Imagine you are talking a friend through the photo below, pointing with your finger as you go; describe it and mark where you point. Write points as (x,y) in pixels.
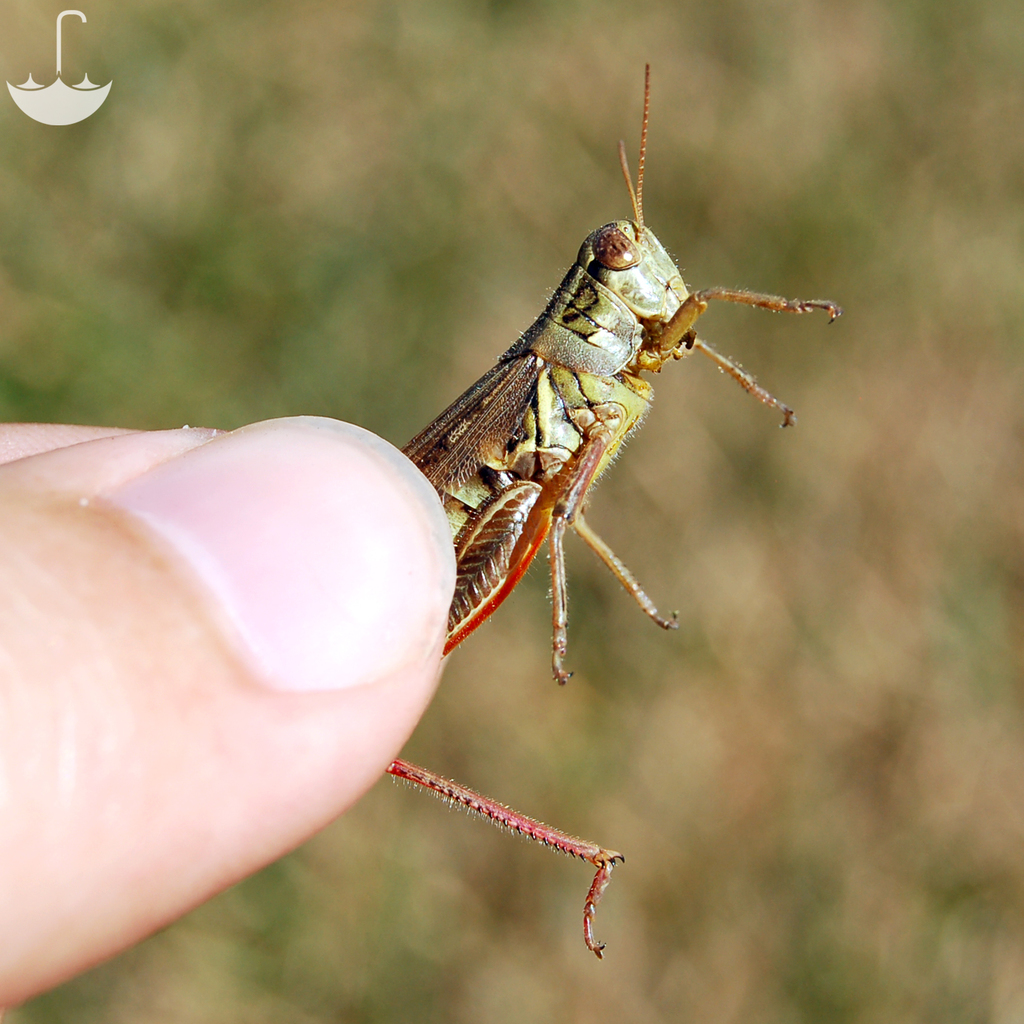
In this image we can see a person (416,608) holding insect (664,329). In the background (46,119), we can see a logo (70,88).
